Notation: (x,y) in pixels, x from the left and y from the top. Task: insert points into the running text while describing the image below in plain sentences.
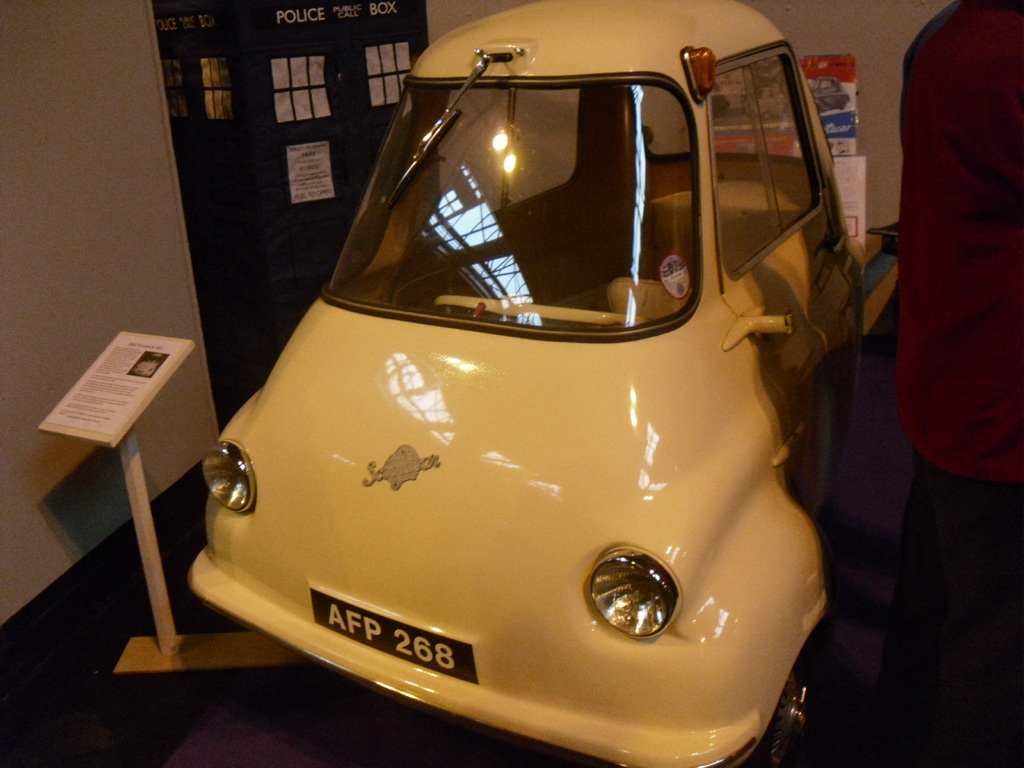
In this image I can see the car (528,441) which is in yellow color. To the right (980,302) there is a person (975,330) standing and wearing the maroon and black color dress (933,305). To the left (106,437) I can see the board (130,356). In the background (349,58) I can see the banners (291,72) and the boards (338,77) to the wall (49,156).
